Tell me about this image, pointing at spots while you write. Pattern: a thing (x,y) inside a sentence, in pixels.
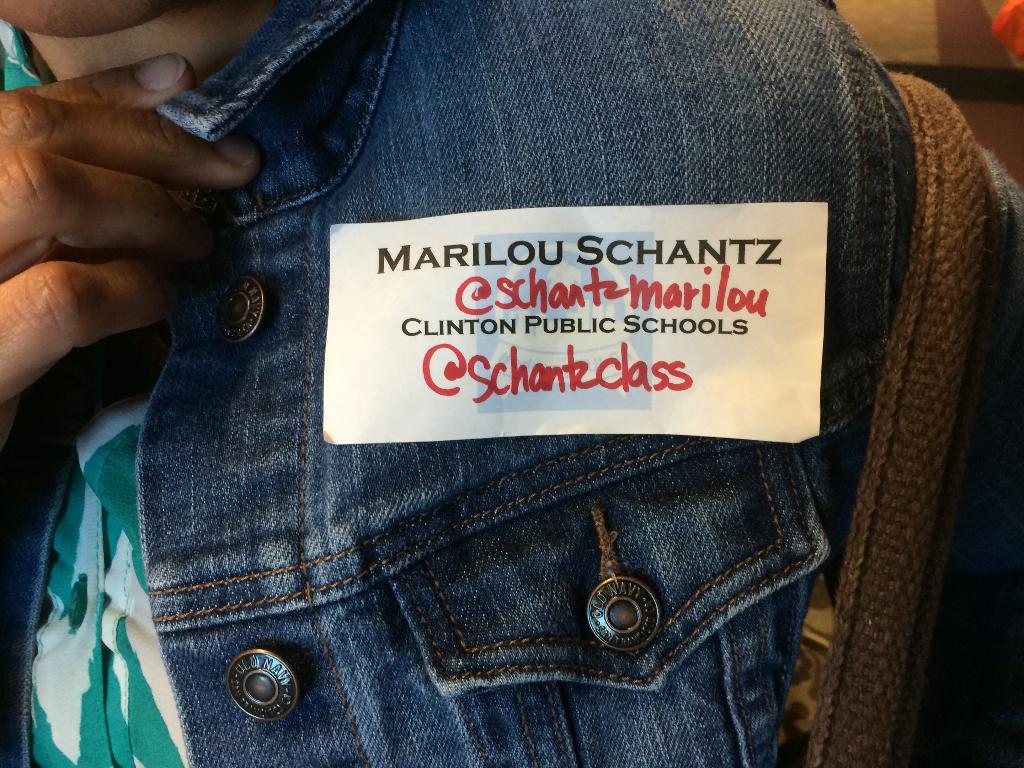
In this picture I can see there is a person (204,128), he is wearing a blue color coat (387,201) and there is a sticker (370,270) on the coat (1023,251).
